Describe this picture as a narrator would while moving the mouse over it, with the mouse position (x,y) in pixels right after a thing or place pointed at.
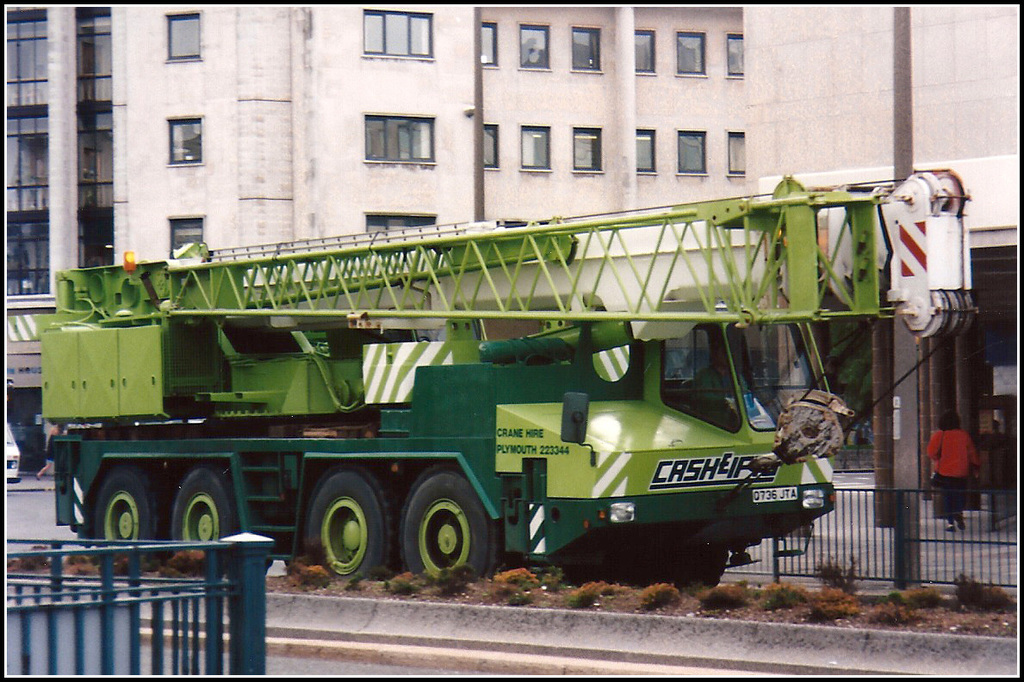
This is an outside view. Here I can see a green color vehicle (564,386) on the road (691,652). In the middle of the road (745,575) there is a divider (603,599), on that I can see some plants (506,579). On the left bottom of the image (111,608) I can see a railing (105,607). In the background (299,135) there is a building (837,133) and a pole (904,95). On the right side (949,460), I can see a person (949,463) wearing red color jacket (953,473) and walking on the road (961,547).
